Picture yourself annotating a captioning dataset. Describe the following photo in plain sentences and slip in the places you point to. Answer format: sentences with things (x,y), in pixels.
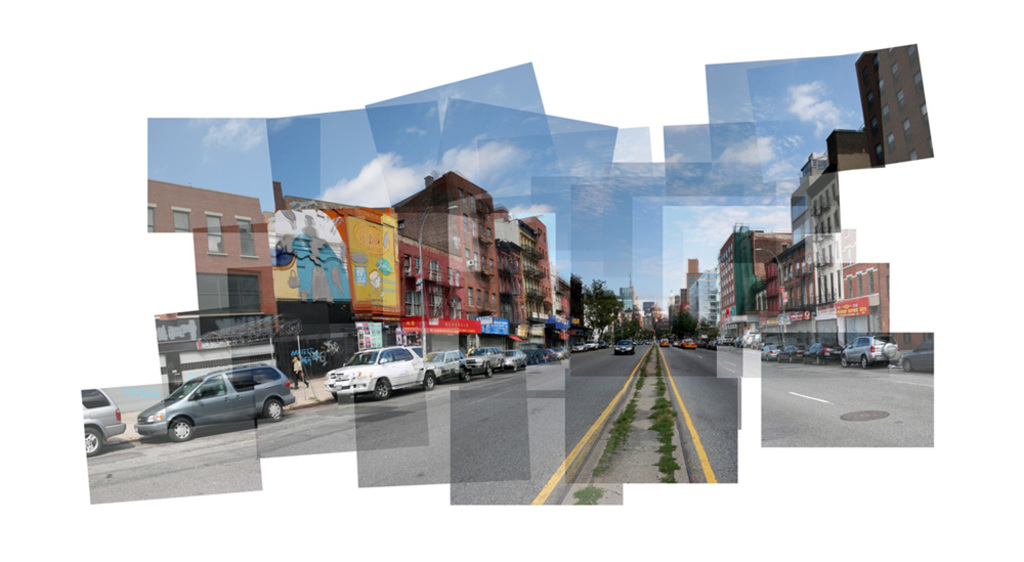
In this picture I can see vehicles (454,360) on the road (408,402). In the background (575,301) I can see buildings (479,311), people (301,372) and the sky (642,212). Here I can see some boards (831,308) on which something written on it.
